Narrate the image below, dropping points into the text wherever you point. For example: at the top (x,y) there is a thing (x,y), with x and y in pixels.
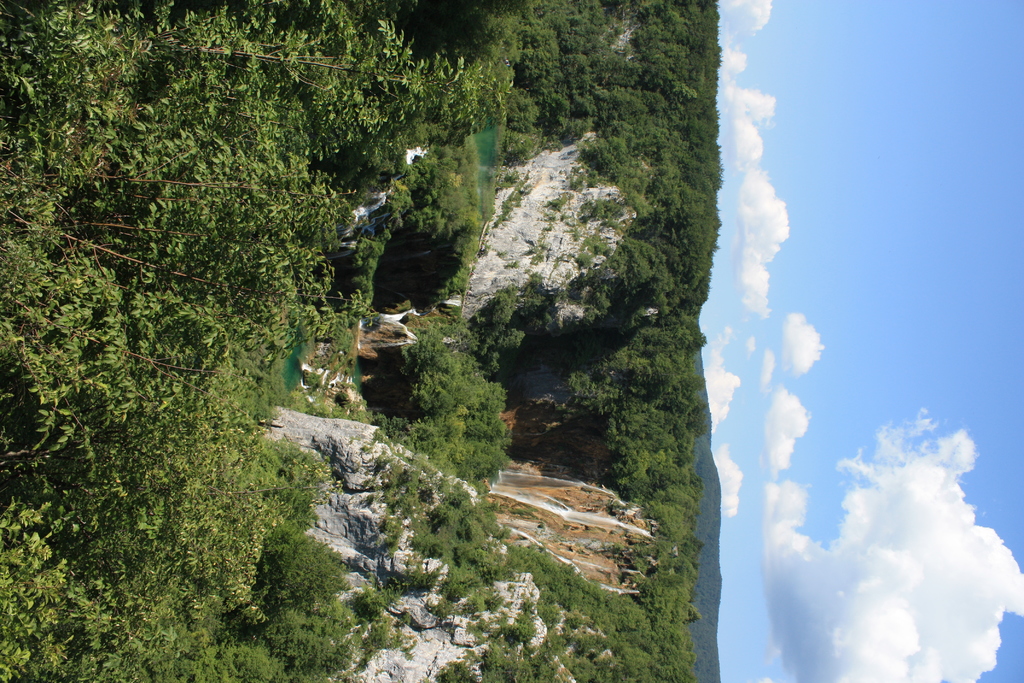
In this image at the bottom (277,496) there are some trees (655,555) and in the center (522,346) there are mountains (625,349), on the right side (751,379) there is sky (848,395).
